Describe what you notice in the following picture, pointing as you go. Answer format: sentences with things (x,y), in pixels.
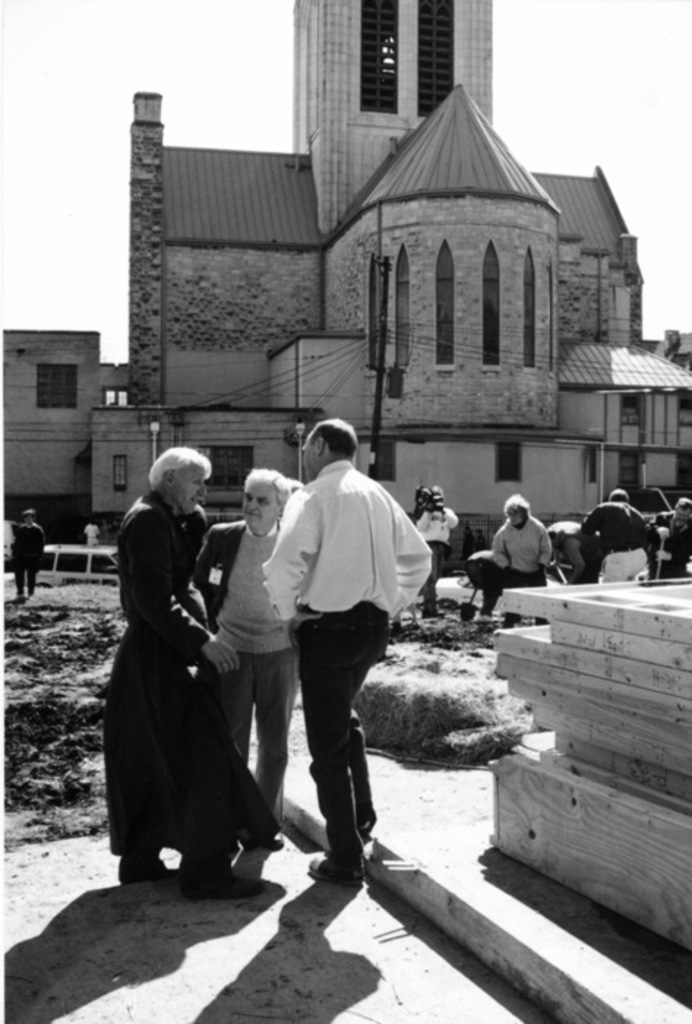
This is a black and white image. In this image we can see many people (402,565). In the back (350,264) there is a building (471,232). Also there is an electric pole (384,348) with wires (345,374). On the right side (547,664) there are wooden blocks (594,695). In the background (541,125) there is sky (76,135).
